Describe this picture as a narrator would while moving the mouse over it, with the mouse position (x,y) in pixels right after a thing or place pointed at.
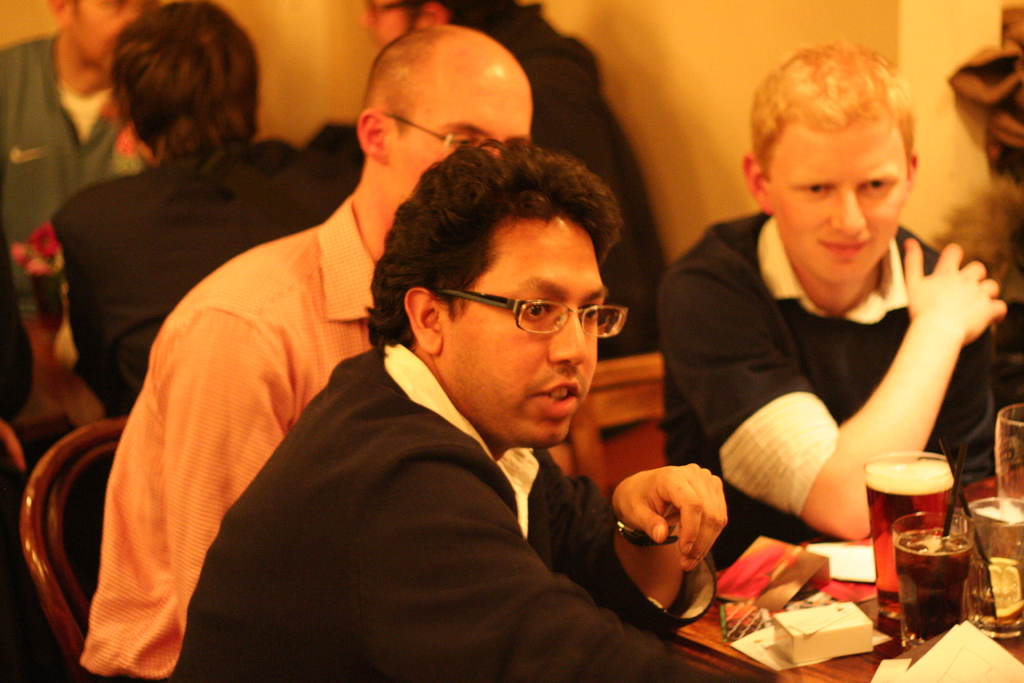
In this picture I can see 3 men (495,211) in front (849,217) and I see that they're sitting. I can also see a table (811,674) in front of them and on the table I can see 4 glasses (907,486) and other things (818,596). In the background (63,68) I can see few people (3,48) and I can see the wall (651,138).
